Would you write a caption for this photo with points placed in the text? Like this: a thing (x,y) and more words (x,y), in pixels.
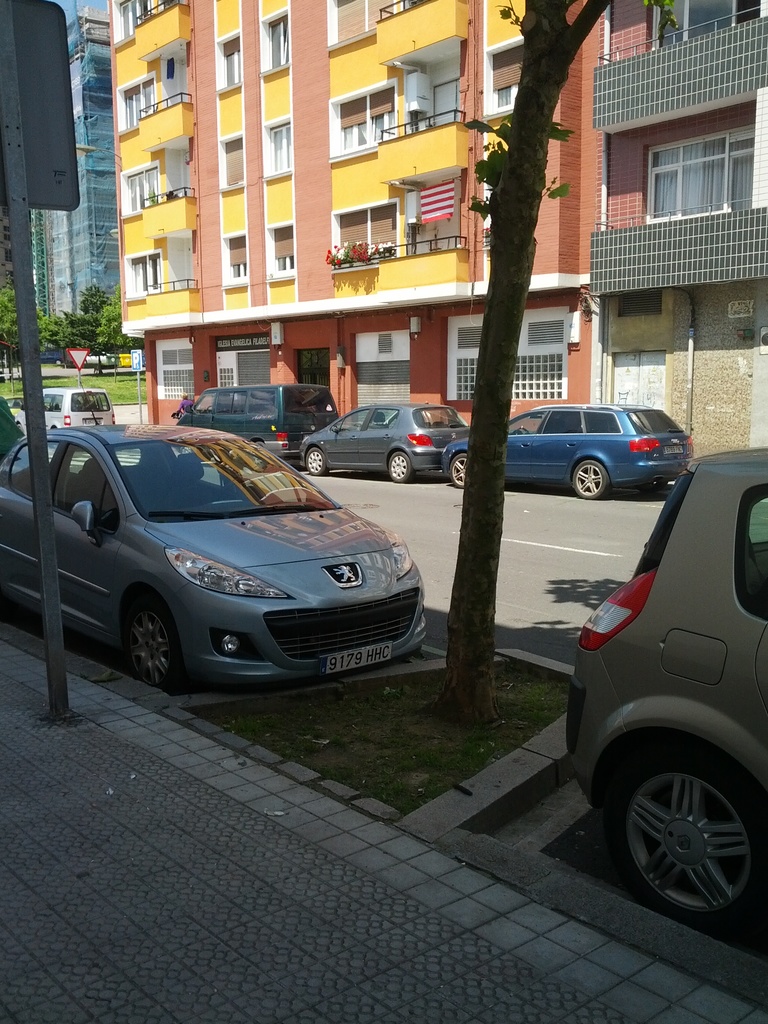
In the picture we can see a part of the path (123,778) to it, we can see a pole (15,156) with a board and beside it, we can see a path (539,551) and two cars (141,575) are parked and on the opposite side, we can see some cars (93,412) are parked near the building (381,371) and to the building (416,376) we can see many windows (560,386) and beside the building (342,407) we can see a grass surface (72,381) and we can see another building (54,292).
